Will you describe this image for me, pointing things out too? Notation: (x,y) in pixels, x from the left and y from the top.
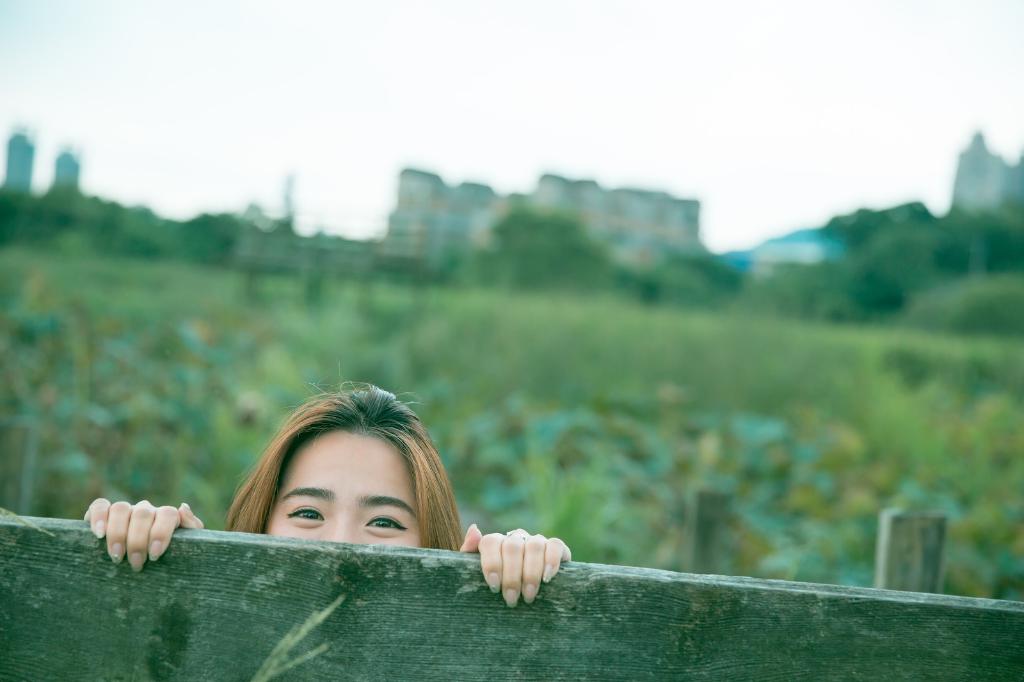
In the foreground (219,678) we can see the wooden block (377,556). Here we can see a woman (436,531) hiding and looks like she is smiling. In the background (15,166), we can see the buildings (613,201) and trees (830,288).
